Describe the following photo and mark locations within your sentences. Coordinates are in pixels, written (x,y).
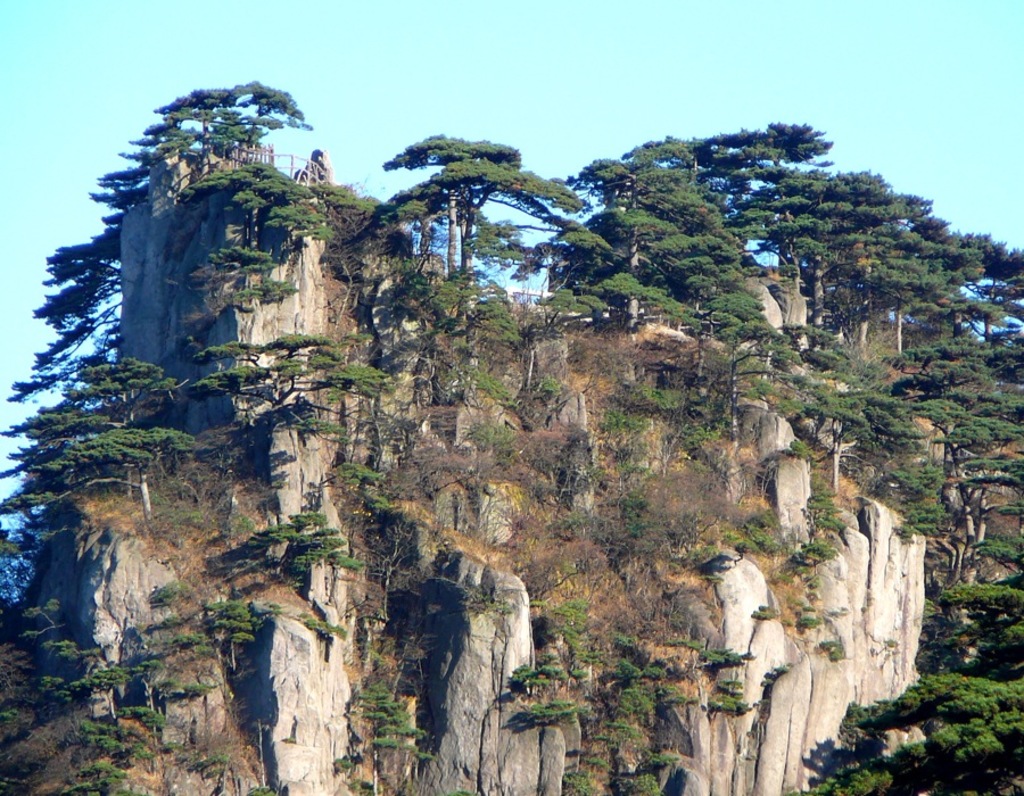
We can see trees (704,202) on the mountain (885,577) in the middle of this image (625,317), and there is a sky (481,134) in the background (705,97).
